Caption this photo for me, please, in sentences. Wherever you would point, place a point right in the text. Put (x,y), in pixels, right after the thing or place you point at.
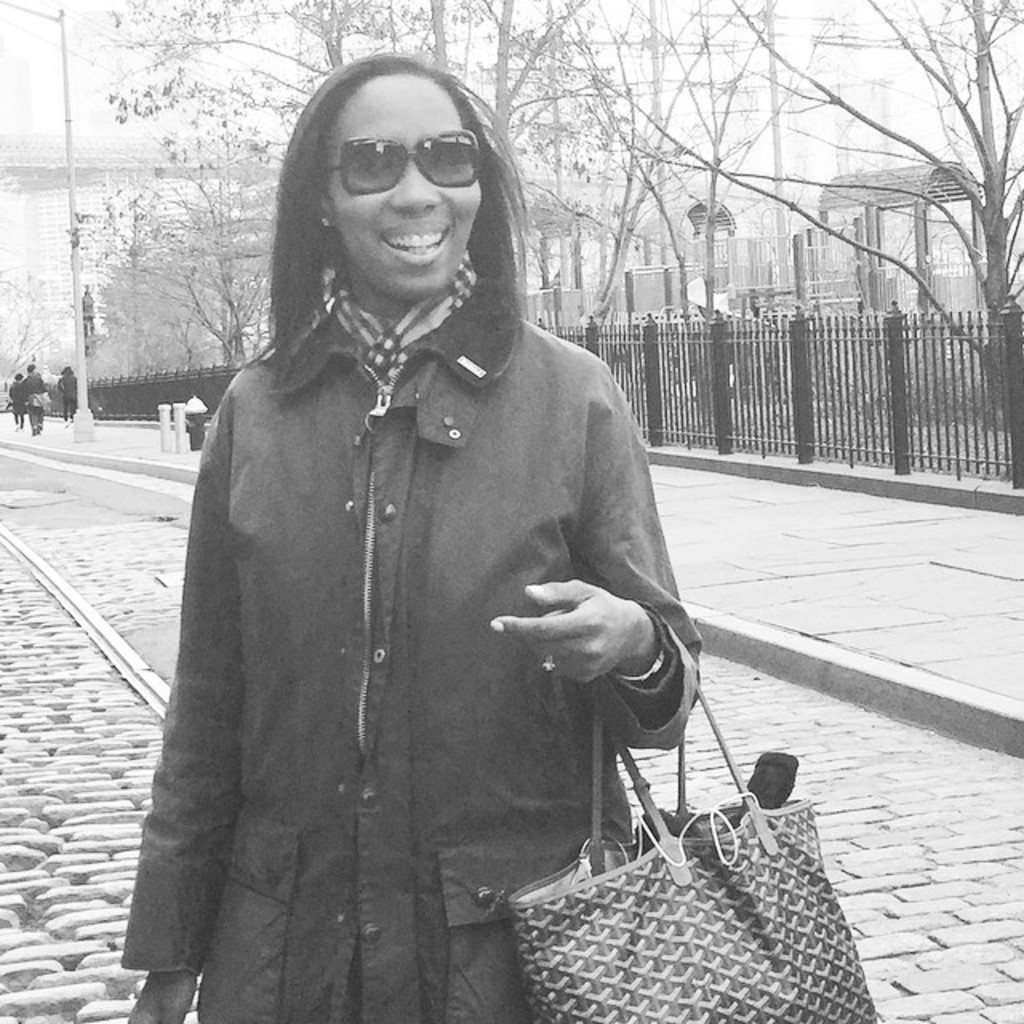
The image is outside of city (727,594). In the image there is a woman (585,646) who is wearing her goggles (456,170) and holding her bag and standing on road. On right side (862,509) there is a footpath (874,531), trees (814,107) and a pole (64,74). In background (82,197) we can see three people (74,405) are walking, buildings (47,230) and sky (54,41) on top (47,77).
